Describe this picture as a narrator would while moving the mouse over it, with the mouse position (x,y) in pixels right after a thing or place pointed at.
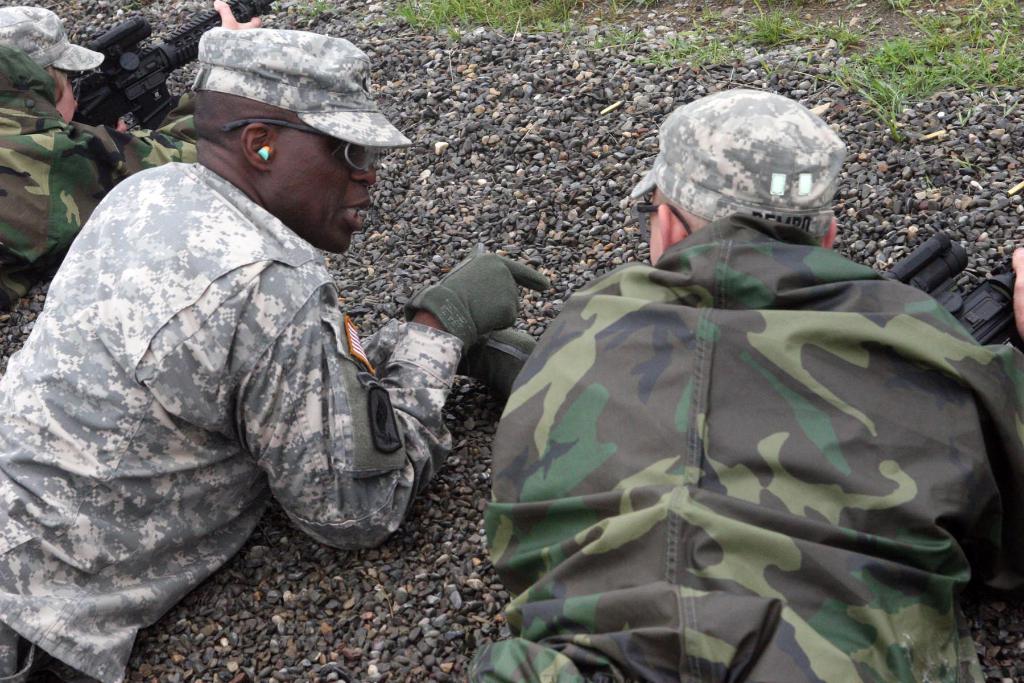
Three persons (267,321) are lying on stones (387,592). They are wearing caps (258,100) and goggles (352,152). Two are holding guns (912,257). On the ground (431,93) there is grass (873,62).
